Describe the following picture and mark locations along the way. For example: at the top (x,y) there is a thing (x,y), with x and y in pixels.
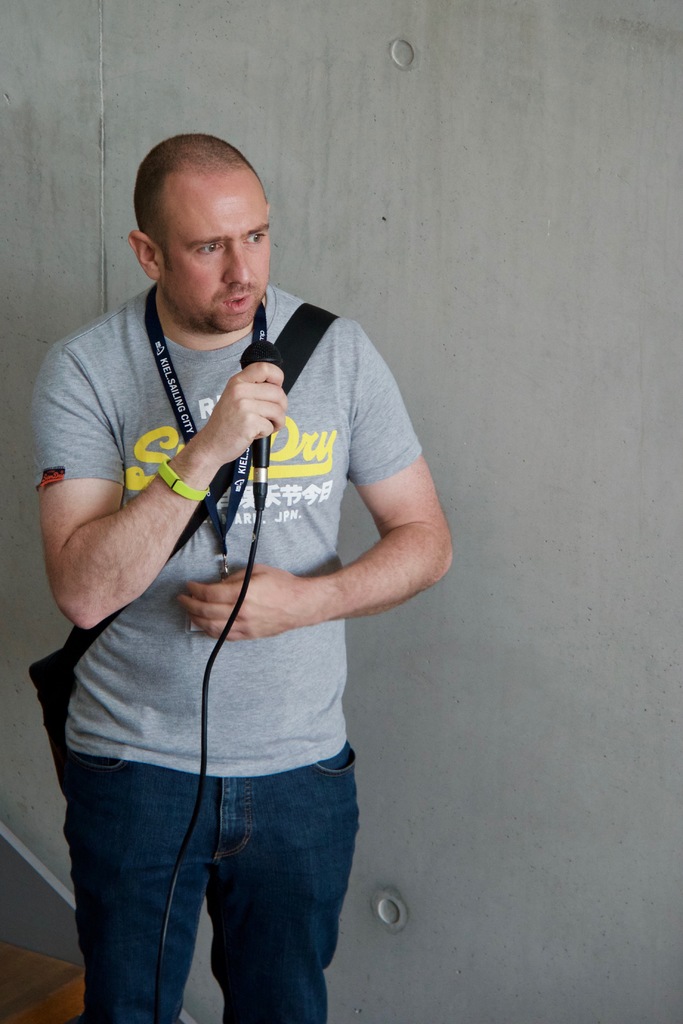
In this image, In the left side (149,997) there is a man (145,995) he is standing and he is holding a microphone (264,461) which is in black color and in the right side (490,804) there is a wall (597,435) which is in gray color.
